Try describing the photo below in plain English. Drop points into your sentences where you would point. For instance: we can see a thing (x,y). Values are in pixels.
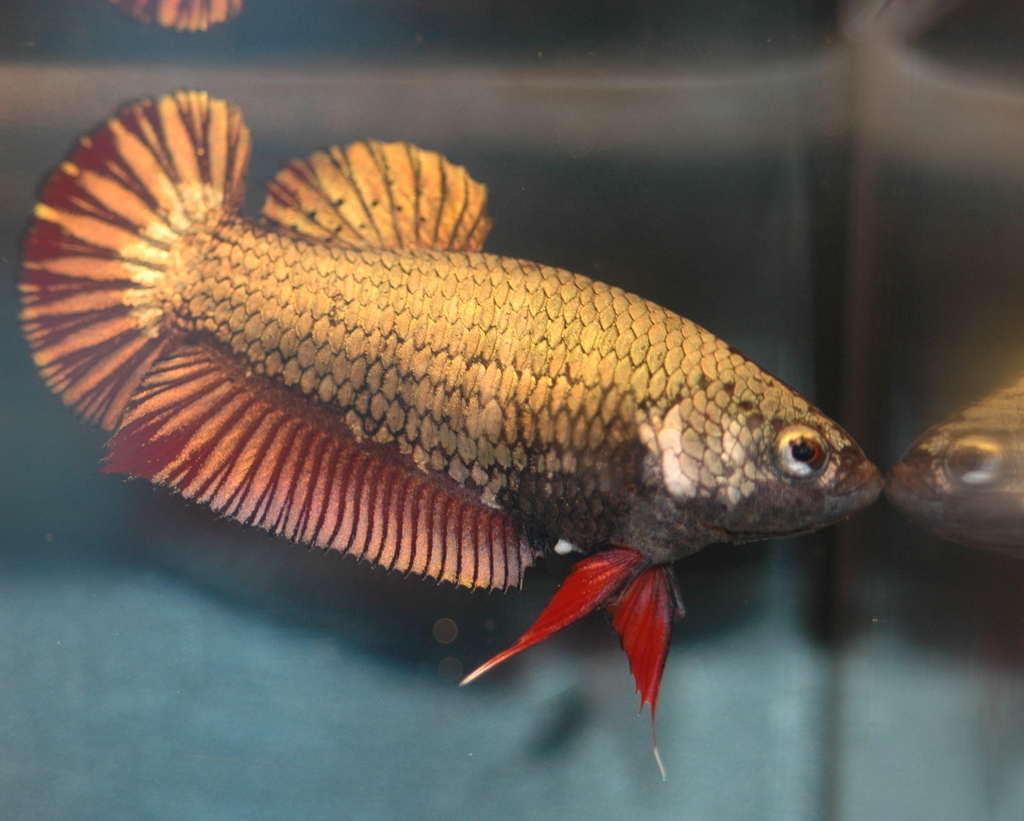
In this image we can see fish (396,448) in the water (23,471).
